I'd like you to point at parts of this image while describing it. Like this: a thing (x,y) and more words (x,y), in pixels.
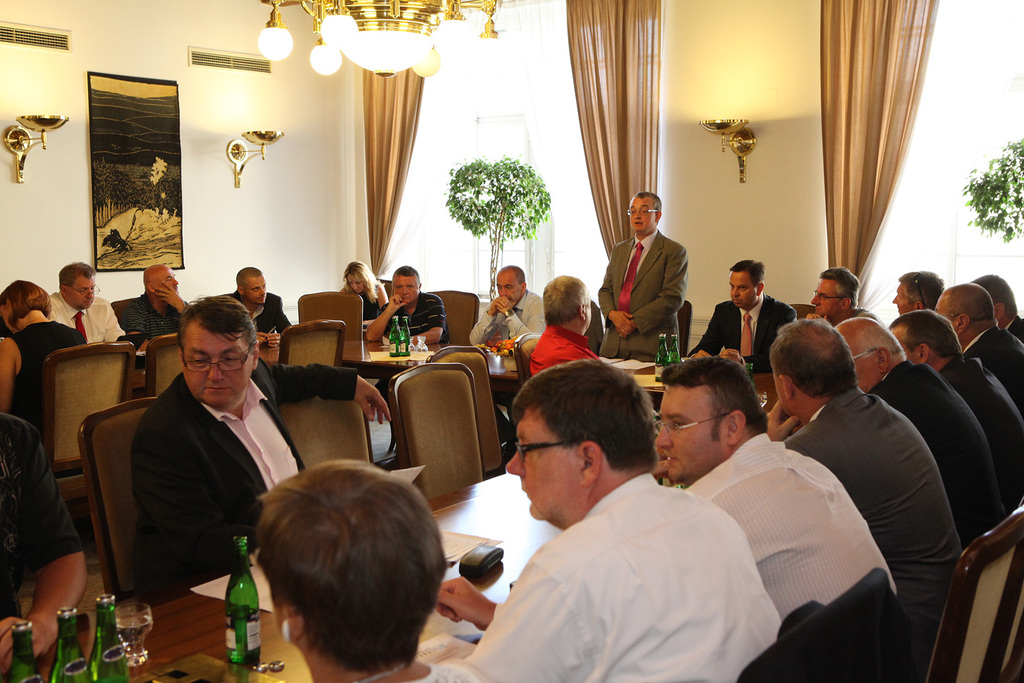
people (742,385) are seated on the chairs (360,422) across the tables (480,519). on the table (465,524) there are papers (457,551) and glass bottles (125,656). in the center (641,304) a person (641,291) is standing wearing a suit (641,273). behind them there is a wall (698,178) and plants (503,186) and curtains (613,146) to the windows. at the left (341,170) back there is a wall (241,217) and a photo frame (140,187). on the top (327,64) there is a chandelier (360,40).
